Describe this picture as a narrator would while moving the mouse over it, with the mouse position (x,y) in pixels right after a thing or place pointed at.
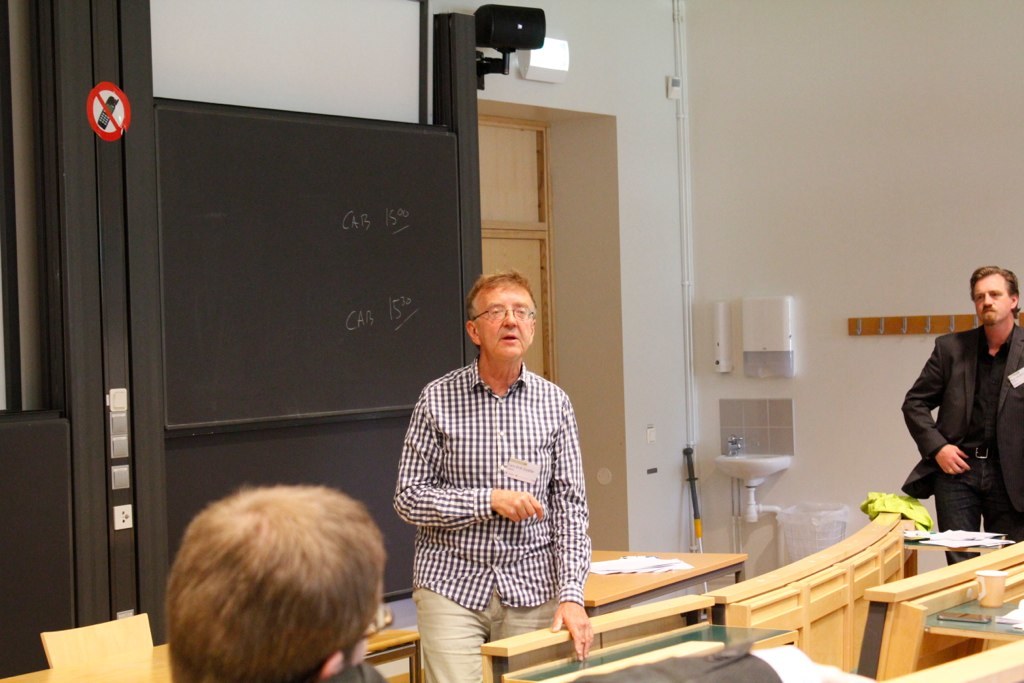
there are 3 people (562,484) in this image. the person (970,399) at the right corner (978,419) is wearing the suit (957,427). the person (525,439) at the center (438,449) is standing. behind them there is a black board (376,249) and a door (517,204).
